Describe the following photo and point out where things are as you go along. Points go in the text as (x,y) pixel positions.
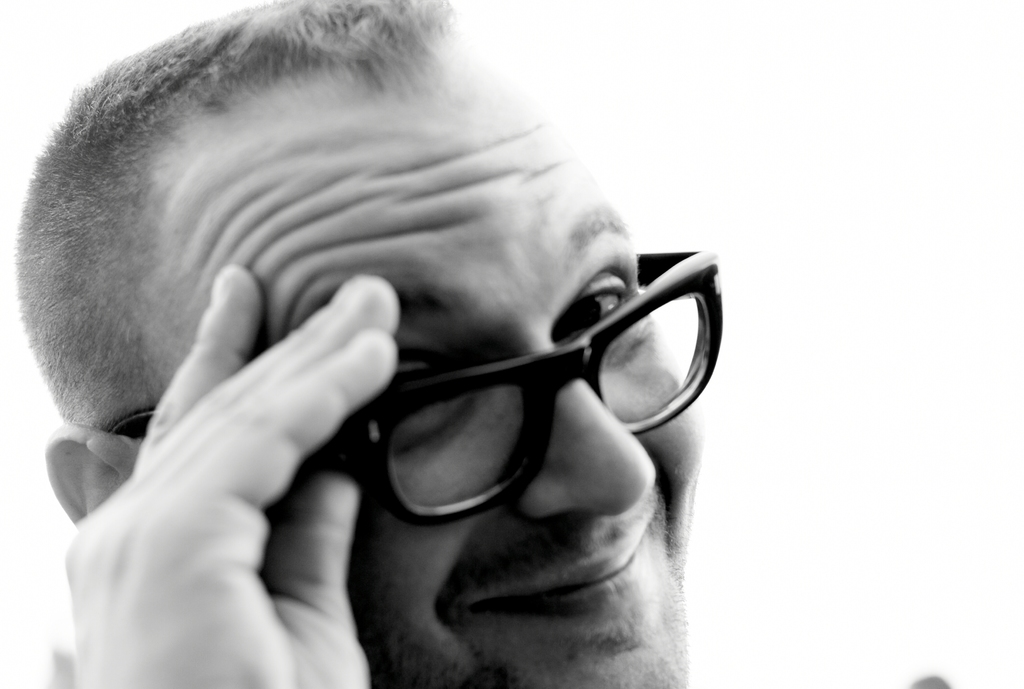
This is a black and white image in this image there is a man (383,520) wearing glasses (397,435).
